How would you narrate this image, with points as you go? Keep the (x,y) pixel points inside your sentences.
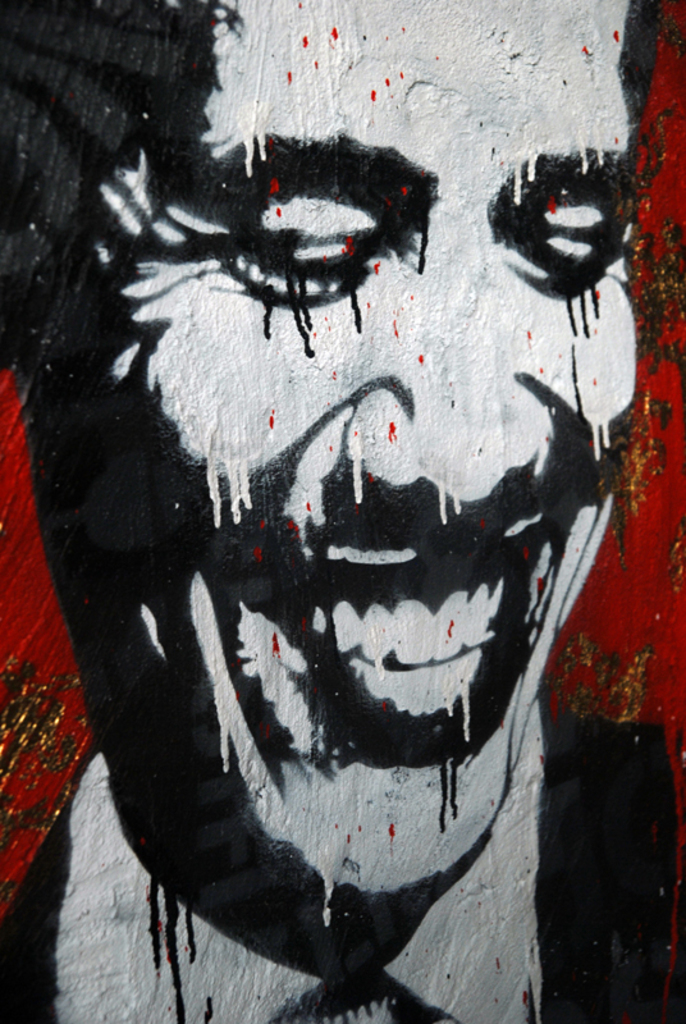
In this image, we can see a person's painting (314,561) on the wall (473,665).
